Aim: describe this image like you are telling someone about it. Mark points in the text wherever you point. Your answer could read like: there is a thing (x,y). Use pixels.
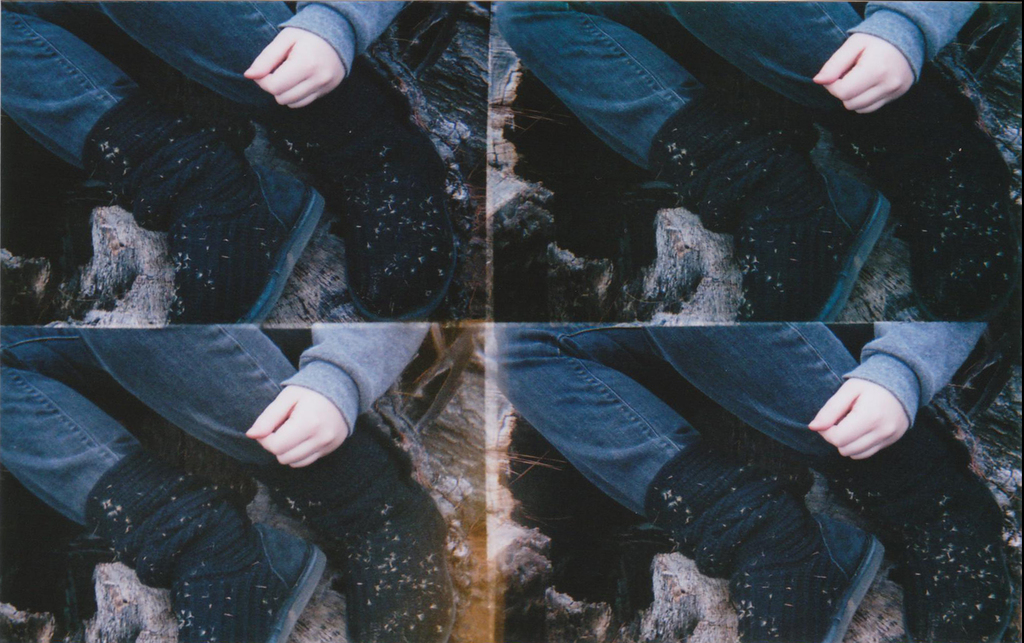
In this image I can see four collage photos of a person (653,98). I can see this person (206,82) is wearing a jeans (206,82) and the black colour shoes (246,233).
